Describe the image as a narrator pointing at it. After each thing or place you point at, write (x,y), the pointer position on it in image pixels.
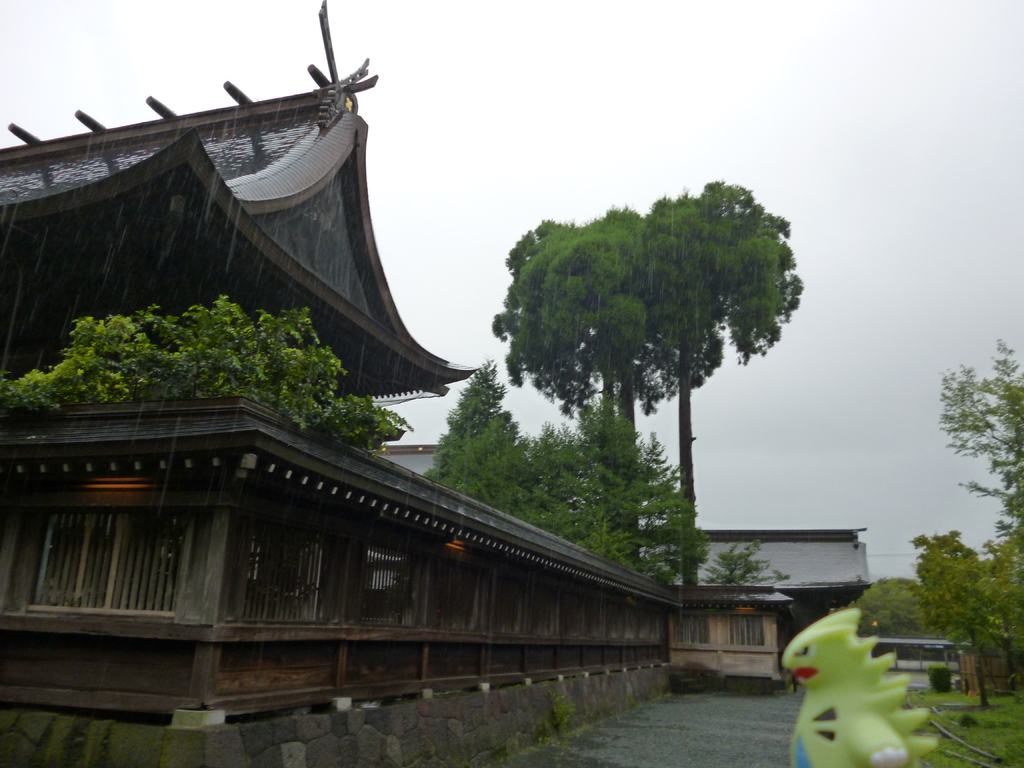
In this image we can see a building (197,163) on the left side (195,153). Near to that there is a wooden fencing (346,547). Also there are trees (547,429). On the right side (944,608) there are trees (943,601). On the ground (972,730) there is grass (986,730). And there is a toy (839,695). In the background (817,286) there are buildings (776,594) and sky (600,141). And there is a road (711,711). Below the wooden fencing (467,607) there is a brick wall (606,681).
